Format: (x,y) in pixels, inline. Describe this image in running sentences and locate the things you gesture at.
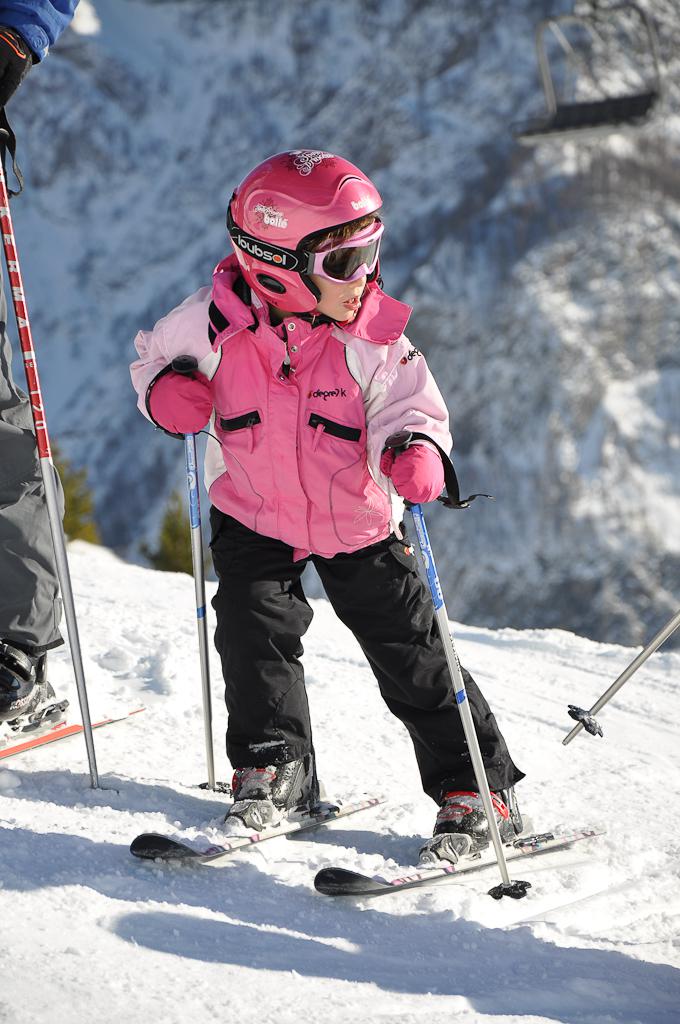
The boy (278,344) in the middle of the picture (303,416) wearing a pink jacket (323,385) and red helmet (295,218) is skiing. Beside him, the man (4,483) in blue jacket (25,29) and black pant (35,586) is also skiing. At the bottom of the picture (410,940), we see ice (302,895) and in the background (531,308), we see hills (519,431) which are covered with the ice (519,431). It is a sunny day.
